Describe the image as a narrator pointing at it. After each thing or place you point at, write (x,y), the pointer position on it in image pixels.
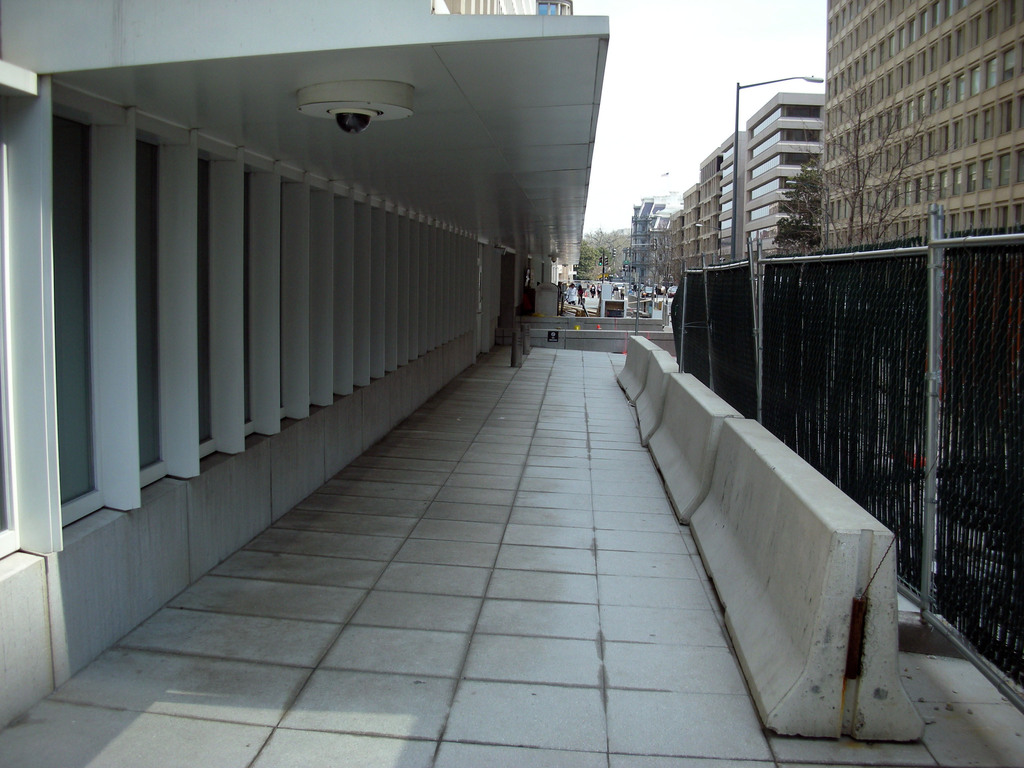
In the picture I can see buildings (461,324), a camera (323,110) on the ceiling (356,145), fence (695,311), trees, street lights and some other objects (636,308) on the ground (583,388). In the background (661,81) I can see the sky (633,72).
